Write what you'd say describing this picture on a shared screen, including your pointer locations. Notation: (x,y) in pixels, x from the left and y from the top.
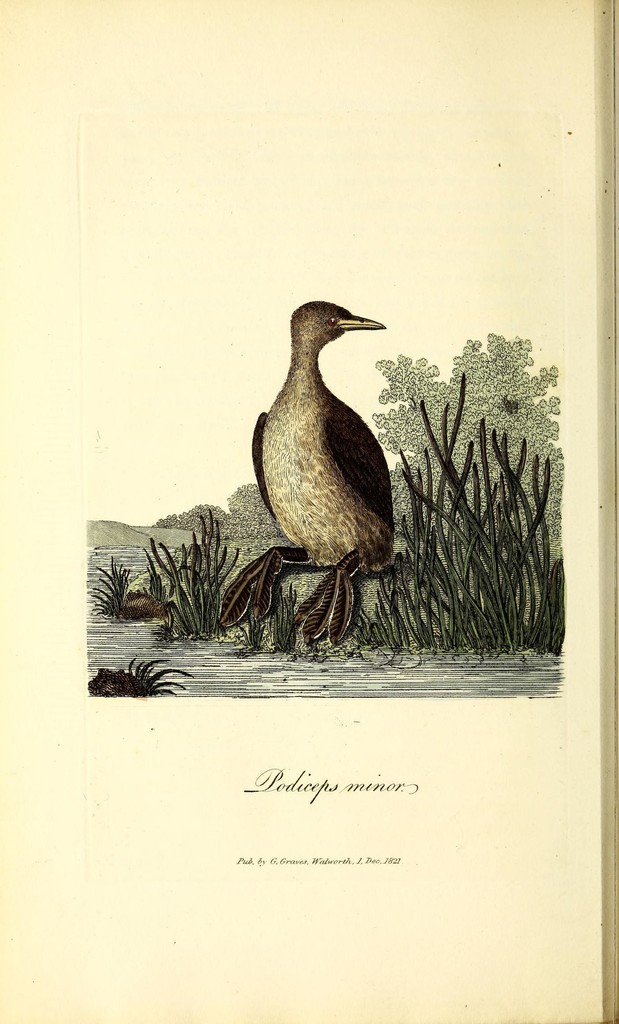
In the image I can see painting (381,651) of a bird (341,635), the grass (395,605), trees (417,409), the water (230,670) and also I can see something written on the image.
